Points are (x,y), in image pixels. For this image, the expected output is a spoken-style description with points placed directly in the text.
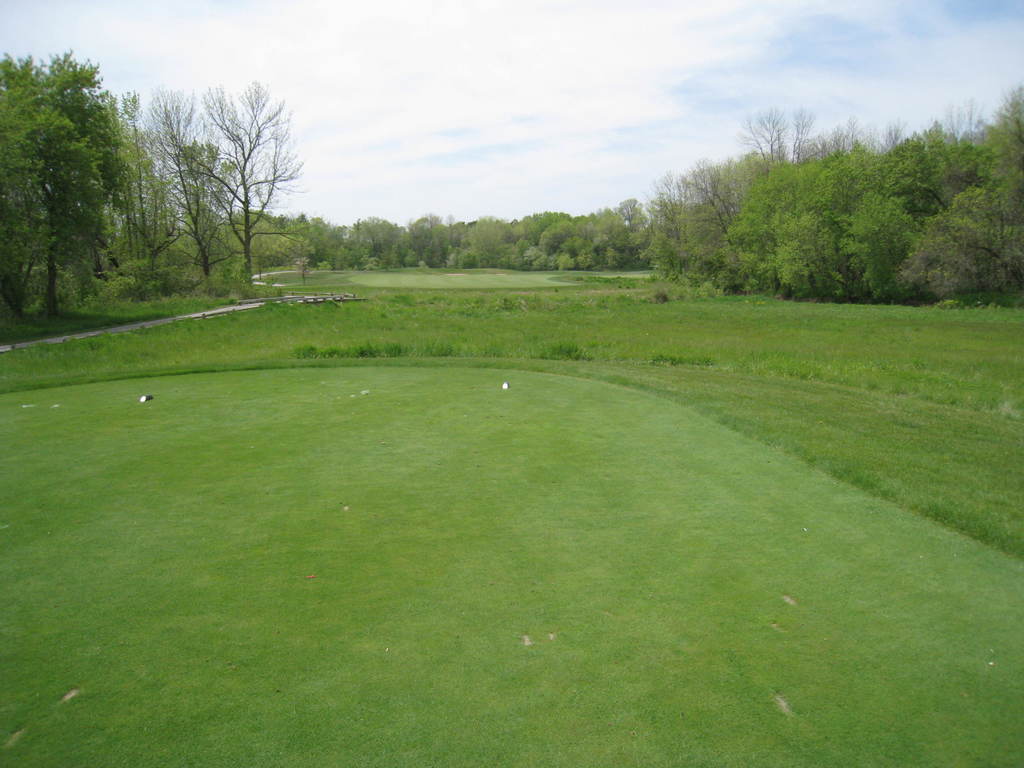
In this image we can see few trees (494,230), grass (507,397) and the sky (687,151) in the background (584,93).
